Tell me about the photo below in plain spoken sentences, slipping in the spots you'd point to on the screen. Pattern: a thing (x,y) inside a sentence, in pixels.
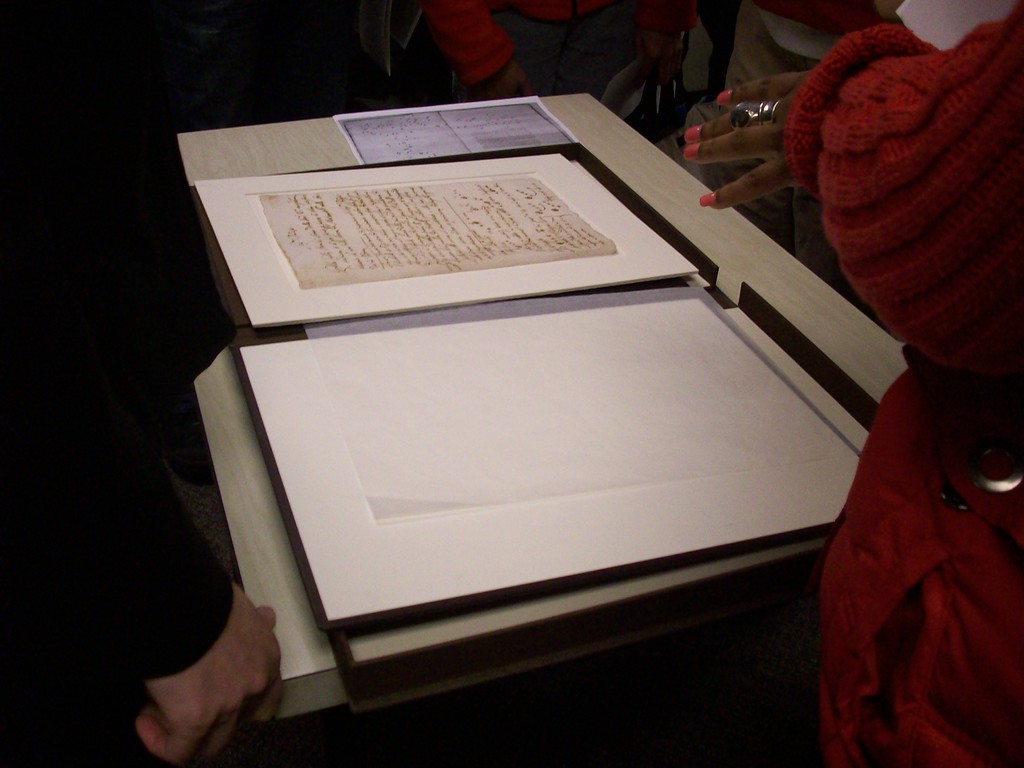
In the middle of the image (498,321), there is a file (623,316) which is opened. On the left side (103,429), there is a person (127,588) standing. on the right side (945,659), there is a person (974,124). And the background (201,19) is dark in color.
